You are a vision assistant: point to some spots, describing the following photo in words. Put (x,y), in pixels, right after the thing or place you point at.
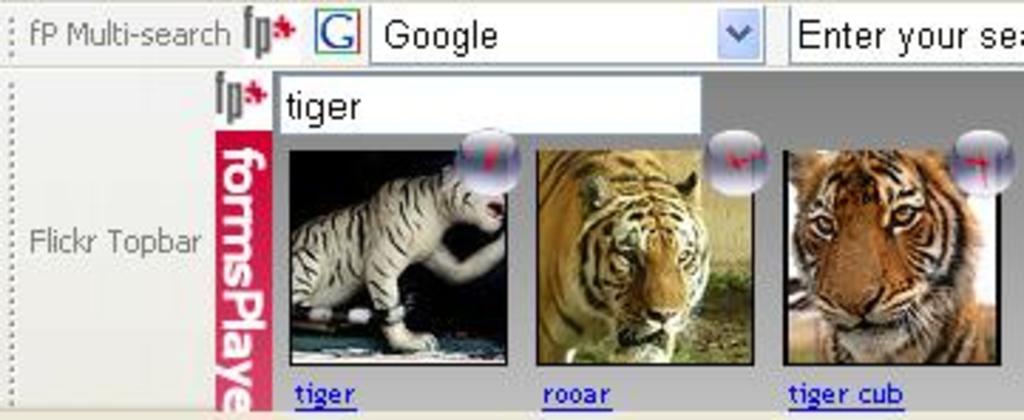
In this picture I can see a web page (334,115) and I see something is written. I can also see 3 pictures (483,196) of tigers (635,223).
